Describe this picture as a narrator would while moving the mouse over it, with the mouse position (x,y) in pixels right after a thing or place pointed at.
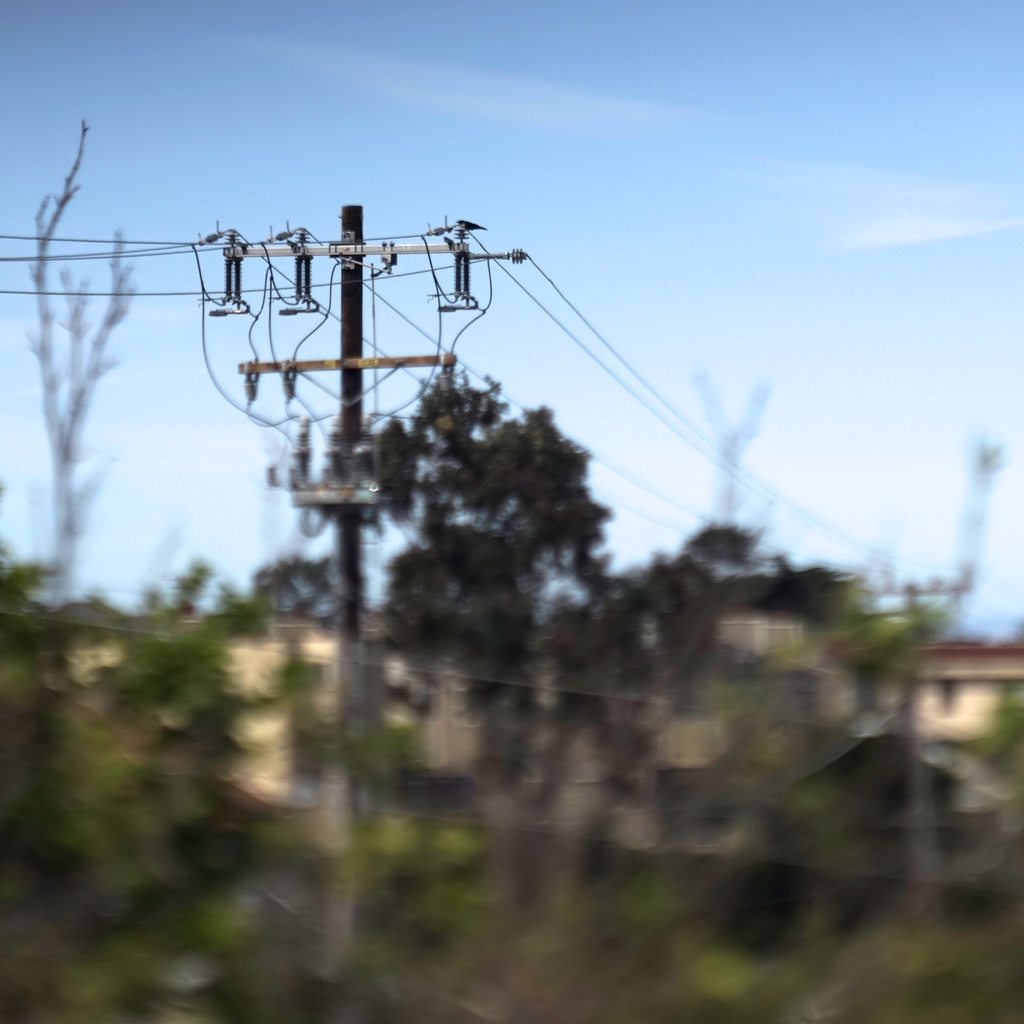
In this image I can see number of trees (125,675) in the front (31,636) and in the centre (346,387) I can see a pole (349,321) and few wires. I can also see few buildings (461,695) and the sky (252,433) in the background (694,522). I can see this image is little bit blurry.
